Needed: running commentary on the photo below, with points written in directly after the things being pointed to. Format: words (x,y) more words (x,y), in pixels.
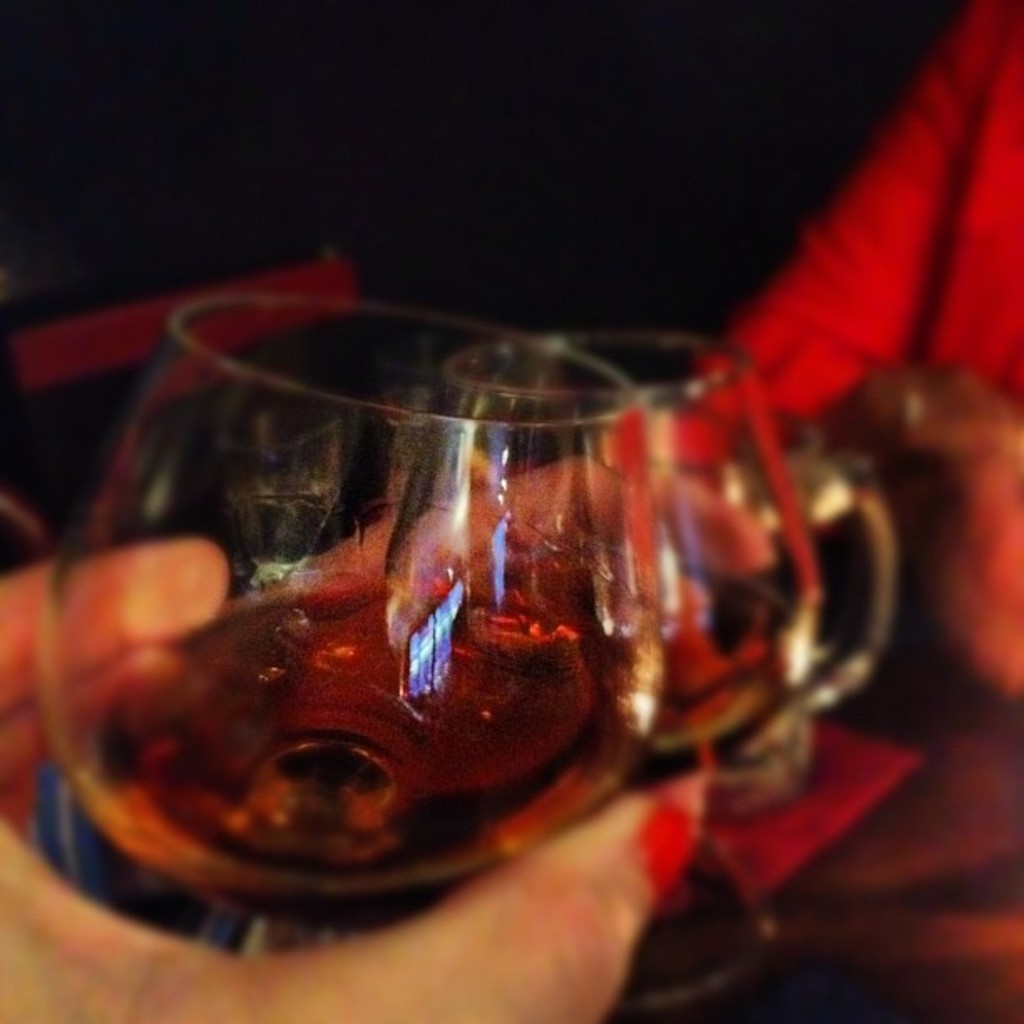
In this picture I can see two persons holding glass (472,611) of wine (605,638) and the background (502,147) is blurry.
